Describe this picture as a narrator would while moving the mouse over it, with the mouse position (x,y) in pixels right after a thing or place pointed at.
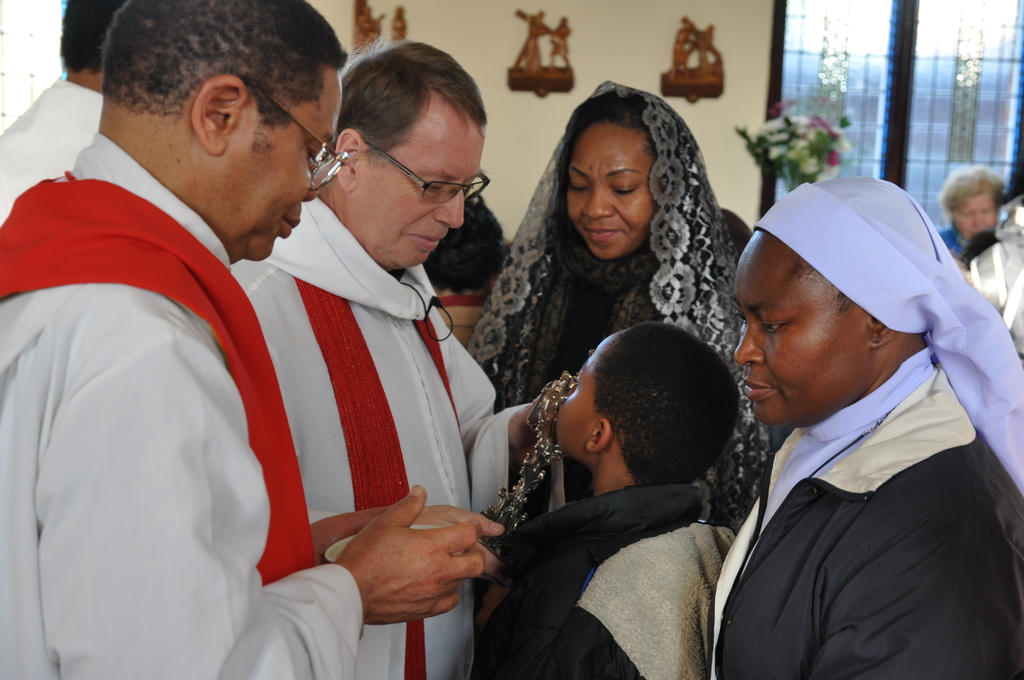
In this image in the front (565,308) there are group of persons (565,308) standing. In the background (820,128) there is a flower bouquet (807,138) and there is a wall (659,89), on the wall (598,74) there are frames (679,71) and there is a window (897,73).
